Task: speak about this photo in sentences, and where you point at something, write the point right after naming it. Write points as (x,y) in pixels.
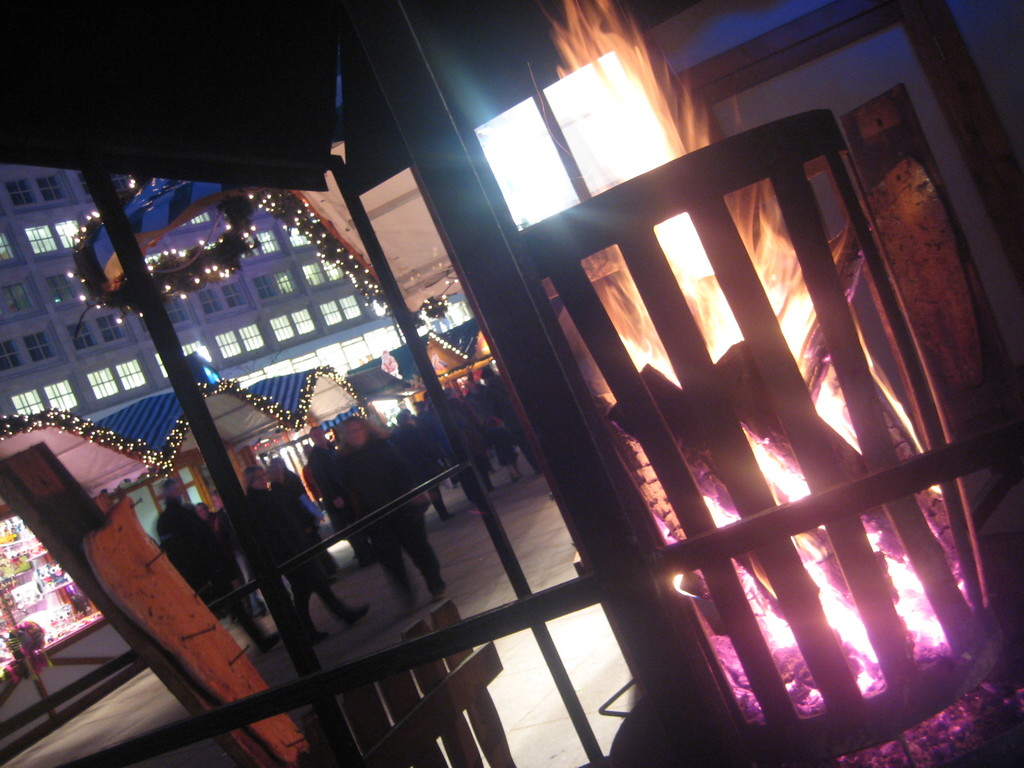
In this image on the left side (199,533) there are group of people (352,471), and in the foreground (790,529) there are some wooden sticks (740,431), fire (793,642), pole (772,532) and some objects (833,334). And in the background (32,573) there are buildings (72,328), lights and some objects (33,581). At the bottom (559,699) there is a walkway (485,530).
